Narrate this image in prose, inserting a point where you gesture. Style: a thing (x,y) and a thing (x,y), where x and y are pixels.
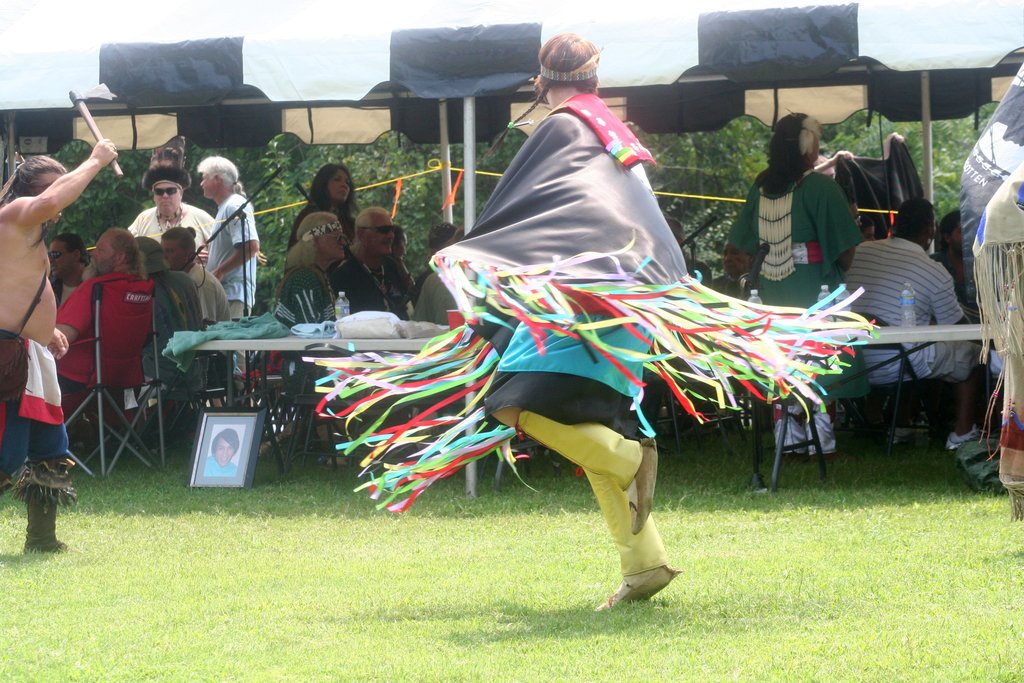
In this image we can see persons (327,276) sitting on the chairs (286,396) and standing on the ground (572,556). There is a table (214,343) placed on the ground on that there are clothes (249,327), disposable bottles (343,301) and polythene covers (351,320). In the background (259,203) we can see trees (360,152).
